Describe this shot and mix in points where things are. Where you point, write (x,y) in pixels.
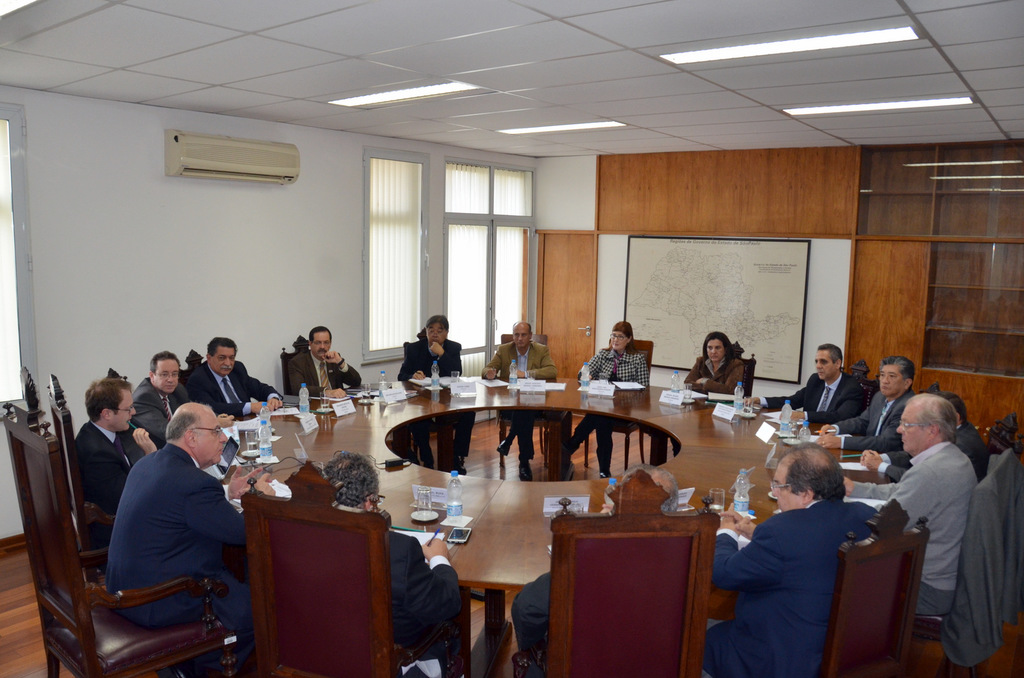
In this image there are group of people (883,475) who are sitting on a chair (251,504). In front of them there is a table (519,515), on that table (488,509) there are some papers (461,518), bottles (306,410), and name plates (671,391), are there and on the top (412,47) there is a ceiling (426,64) and some lights (877,42) are there and on the wall (80,228) there is one air conditioner (195,163) and in the center (400,282) there is a window (391,229). On the right side (705,300) there is a wooden door (564,295) and one board (747,331) is there.
